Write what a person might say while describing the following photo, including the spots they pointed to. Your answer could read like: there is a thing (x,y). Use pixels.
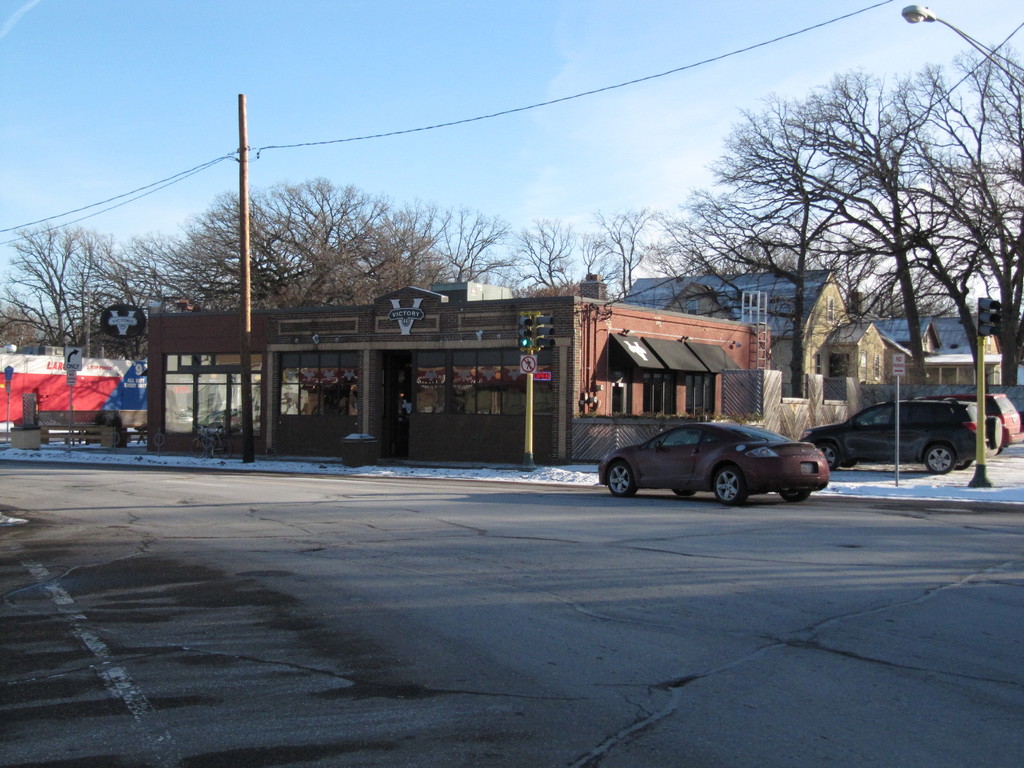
In this picture I can see vehicles (939,448), there is snow (927,489), there are poles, cables (21,227), boards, there are buildings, trees (238,240), and in the background (291,78) there is sky (477,100).
